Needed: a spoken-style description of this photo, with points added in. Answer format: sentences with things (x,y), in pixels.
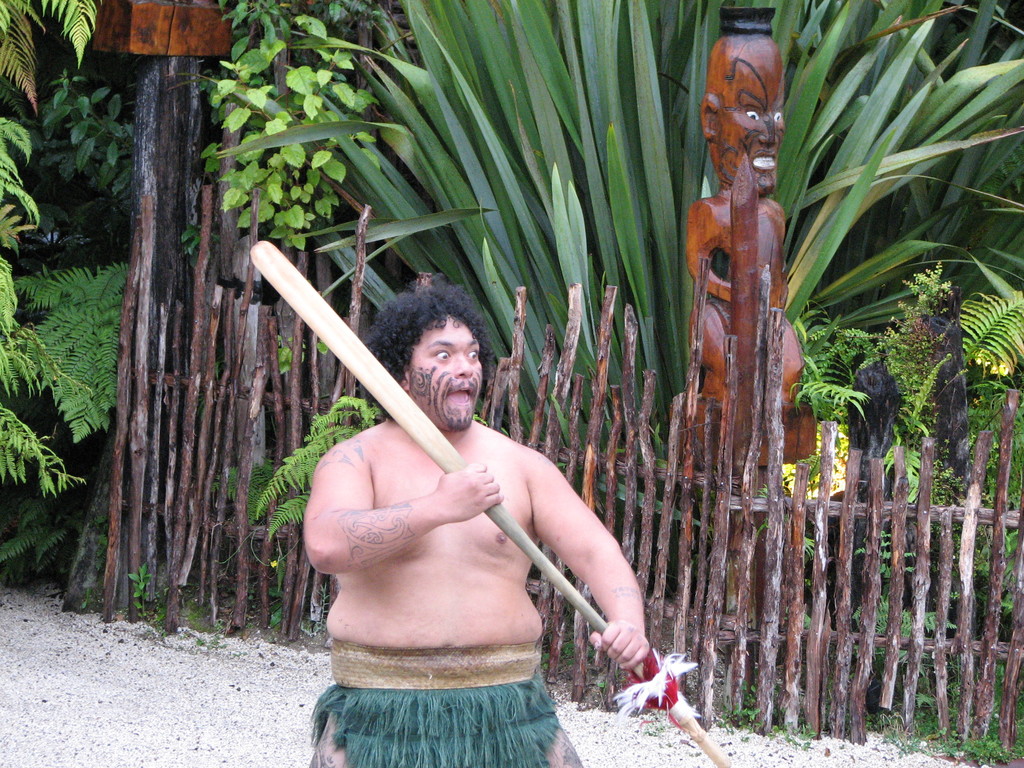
In this image we can see a person (339,539) holding an object (516,529). In the background of the image (549,386) there are wooden objects (186,351), trees (110,144), plants (520,219) and other objects (715,342).
